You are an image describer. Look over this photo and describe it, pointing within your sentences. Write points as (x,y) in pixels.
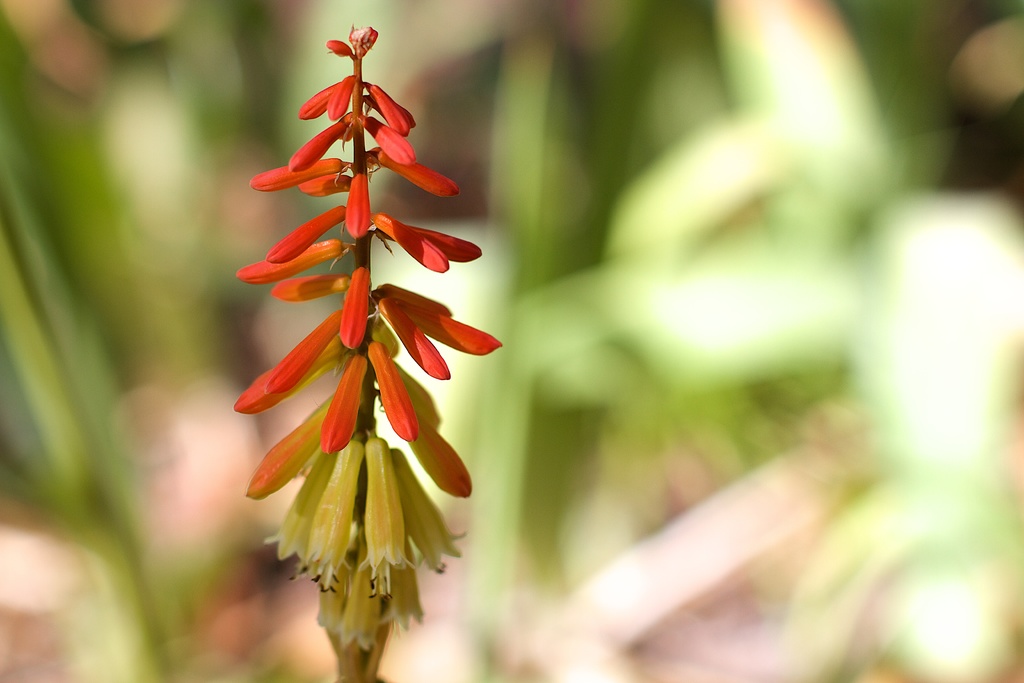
In this image, we can see flowers (393,357) with stem (362,665). Background (24,550) there is a blur view. Here we can see green color.
